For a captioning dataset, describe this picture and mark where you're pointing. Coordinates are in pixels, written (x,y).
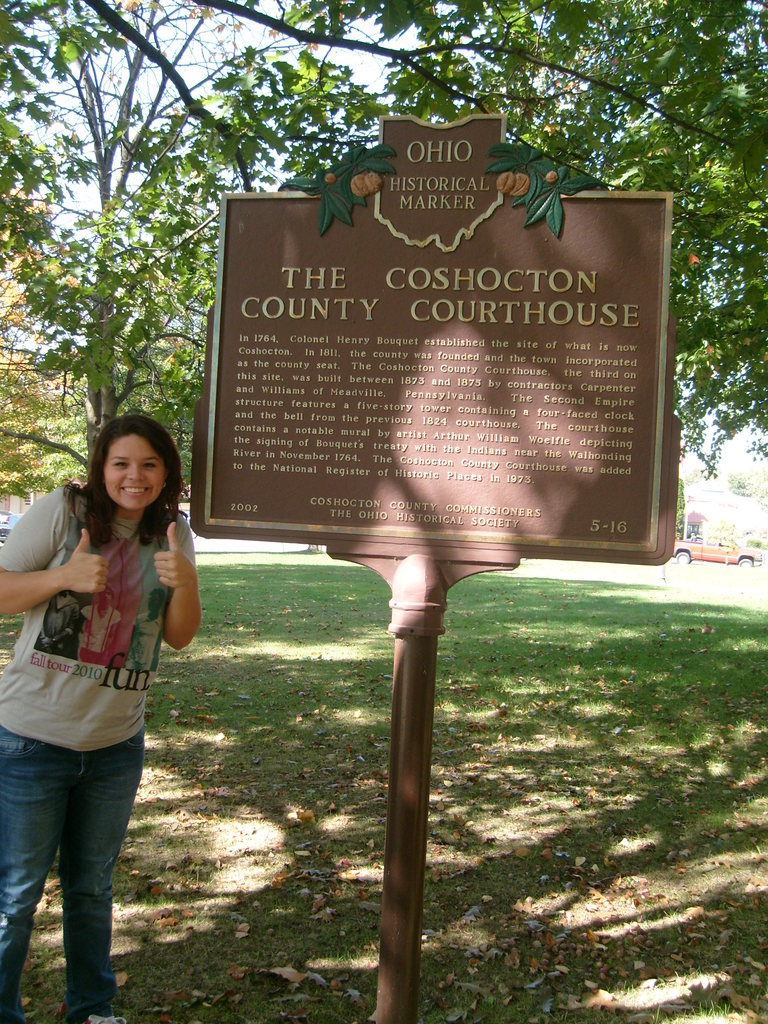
In this image, we can see a lady (88,649) standing and smiling and there is a board (397,336). In the background (501,95), there are trees (619,150) and we can see some vehicles (710,545) and buildings (714,501). At the bottom (536,832), there is ground (527,787).
